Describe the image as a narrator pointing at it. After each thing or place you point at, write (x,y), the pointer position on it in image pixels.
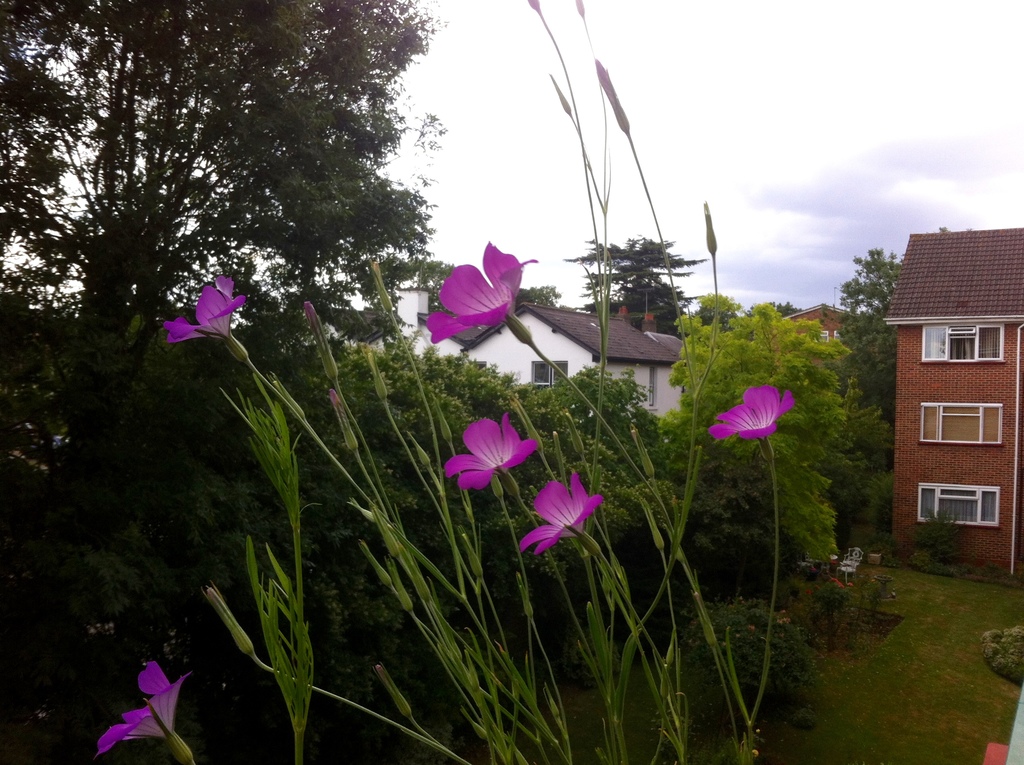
In this image there are buildings (935,346) and trees (431,487). At the bottom (547,524) there are plants (553,485) and we can see flowers (509,441). In the background (674,210) there is sky (770,95).
